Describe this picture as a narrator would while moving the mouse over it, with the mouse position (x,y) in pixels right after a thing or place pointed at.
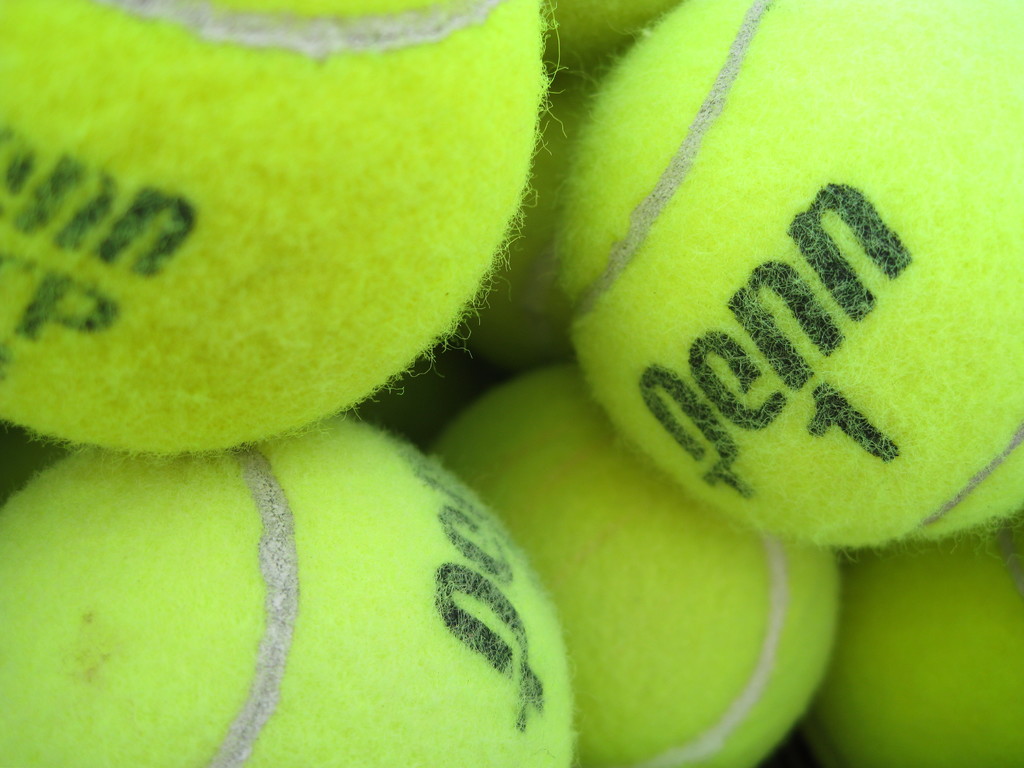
In this picture, I can see tennis balls (441,334) and I can see some text (708,347) on the balls (771,387) and all the balls (458,598) are green in color.
